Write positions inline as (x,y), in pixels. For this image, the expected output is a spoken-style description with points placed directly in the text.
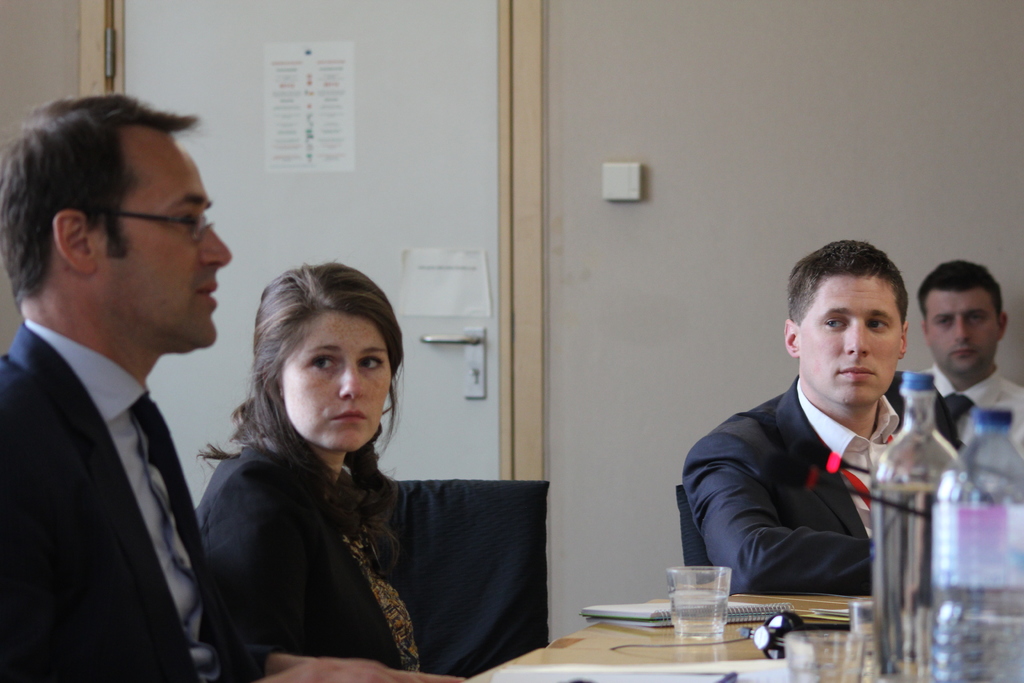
In this picture there is a table (550,649) at the bottom side of the image (723,603), on which there are bottles (1010,611), glasses (804,646), and glasses (821,646) on it and there are people (314,647) on the left side of the image (286,593), around the table (600,634) and there is a door (422,92) on the left side of the image (217,326).
